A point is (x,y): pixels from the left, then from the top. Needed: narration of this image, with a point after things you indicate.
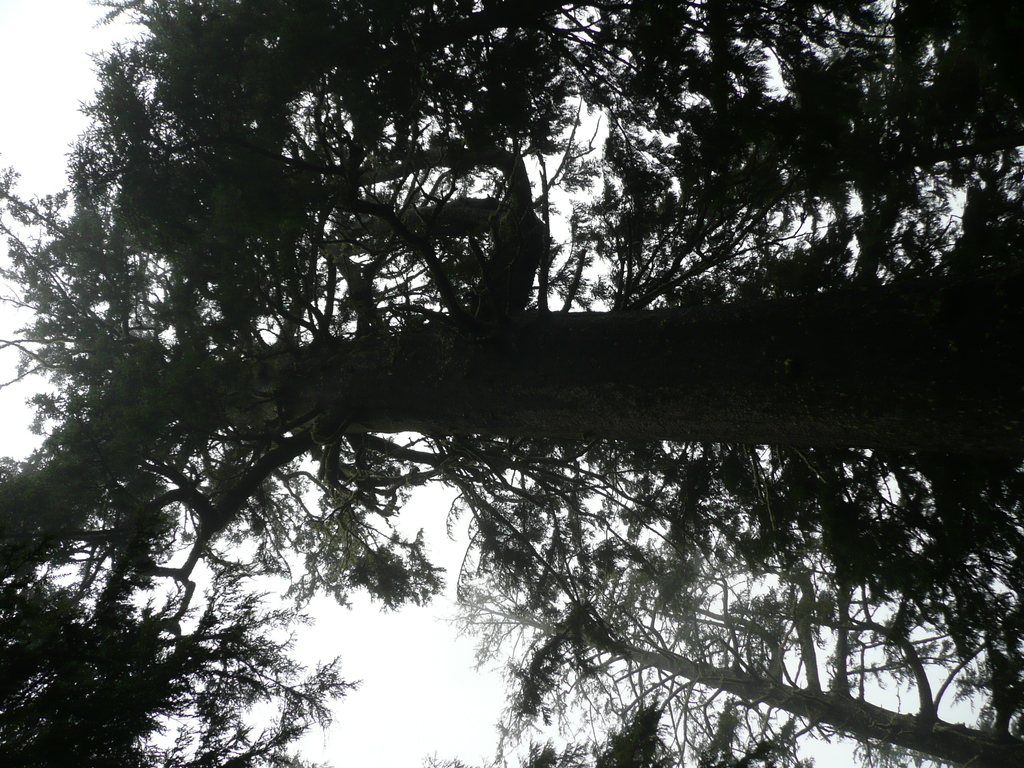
In this image we can see a tree (17,655) and sky (394,701).
